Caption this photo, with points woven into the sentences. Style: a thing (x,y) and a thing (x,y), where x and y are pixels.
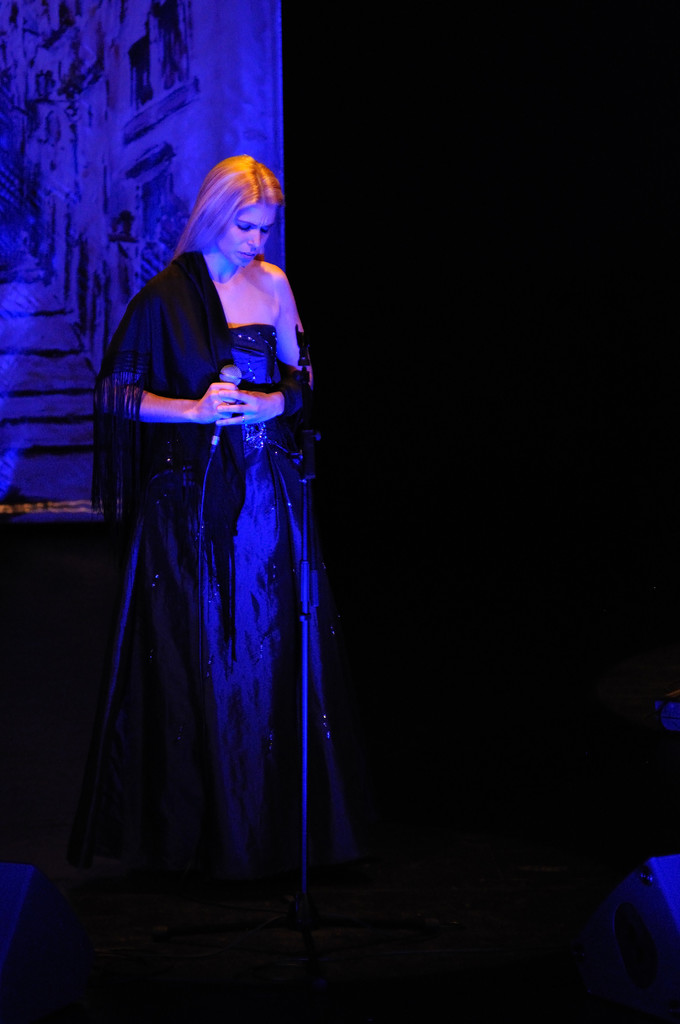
In this picture I can see a woman (284,423) standing and holding a mike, there is a cloth (113,34), and there is dark background (441,13).
